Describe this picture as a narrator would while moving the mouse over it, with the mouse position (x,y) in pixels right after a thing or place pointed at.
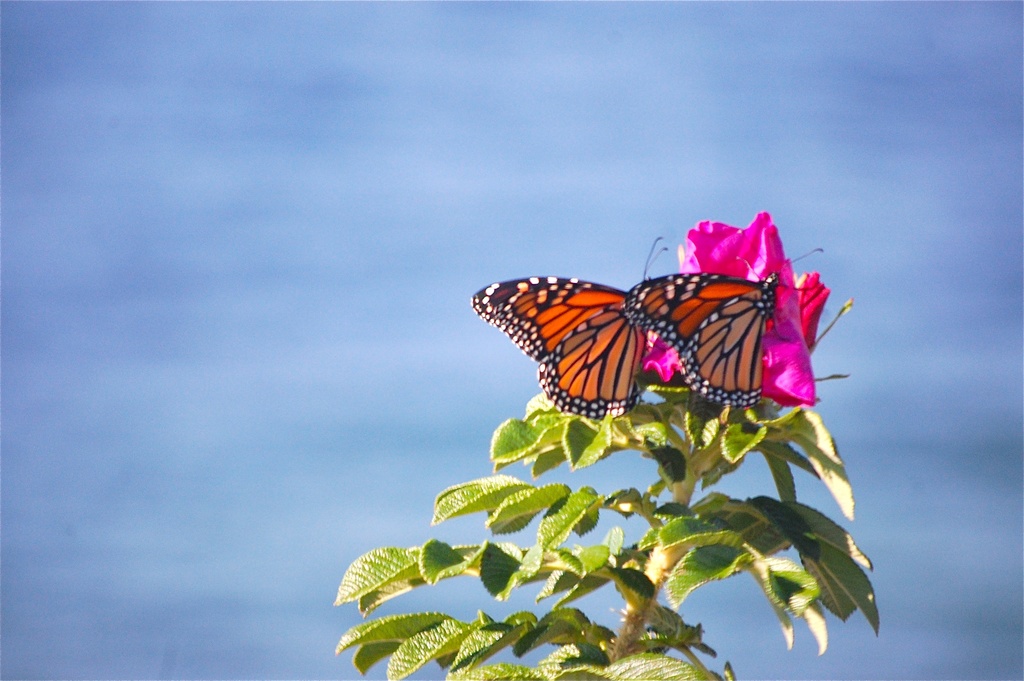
In the foreground of the picture (756,414) we can see the stem (686,427) of a plant (570,516), to the stem (671,561) there are leaves (658,443) and flowers (777,349). On the flowers (656,337) we can see butterflies (621,330). The background (604,155) is blurred.
